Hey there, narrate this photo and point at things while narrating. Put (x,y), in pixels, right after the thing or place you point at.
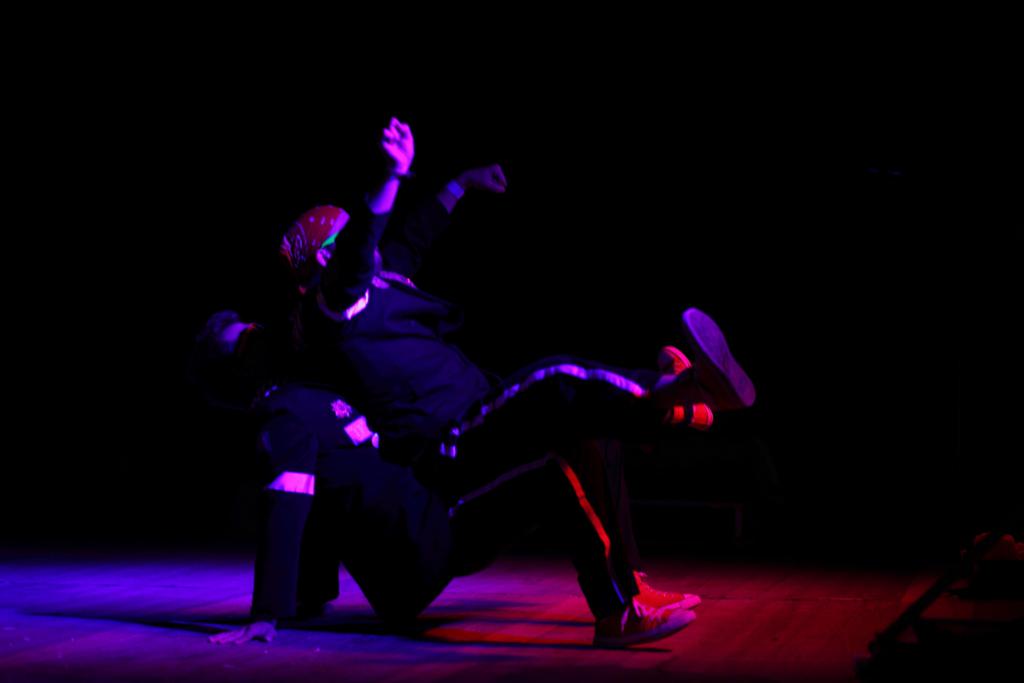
In the center of the image (421,403) two persons (419,348) are dancing. At the bottom of the image (494,624) there is a floor (530,624). In the background (556,206) the image is dark.
